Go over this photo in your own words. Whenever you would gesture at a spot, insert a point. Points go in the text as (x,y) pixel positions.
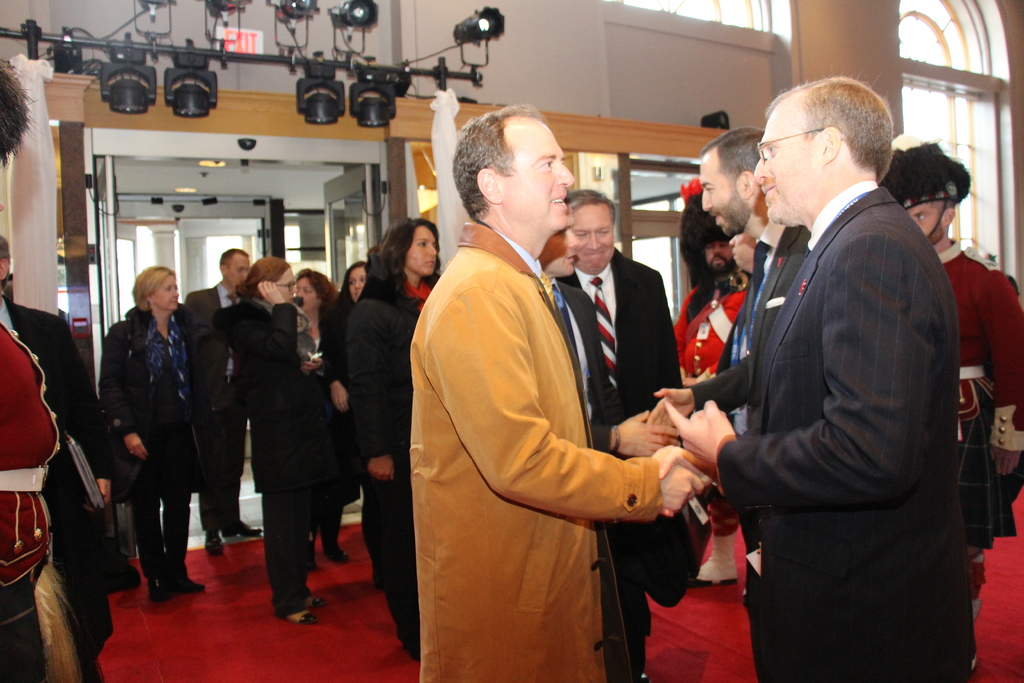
In this image we can see many people (688,323). In the back (202,83) there is a stand (145,48) with lights (329,79). Also there are doors (264,200). And two persons (701,221) are wearing caps (688,208).
